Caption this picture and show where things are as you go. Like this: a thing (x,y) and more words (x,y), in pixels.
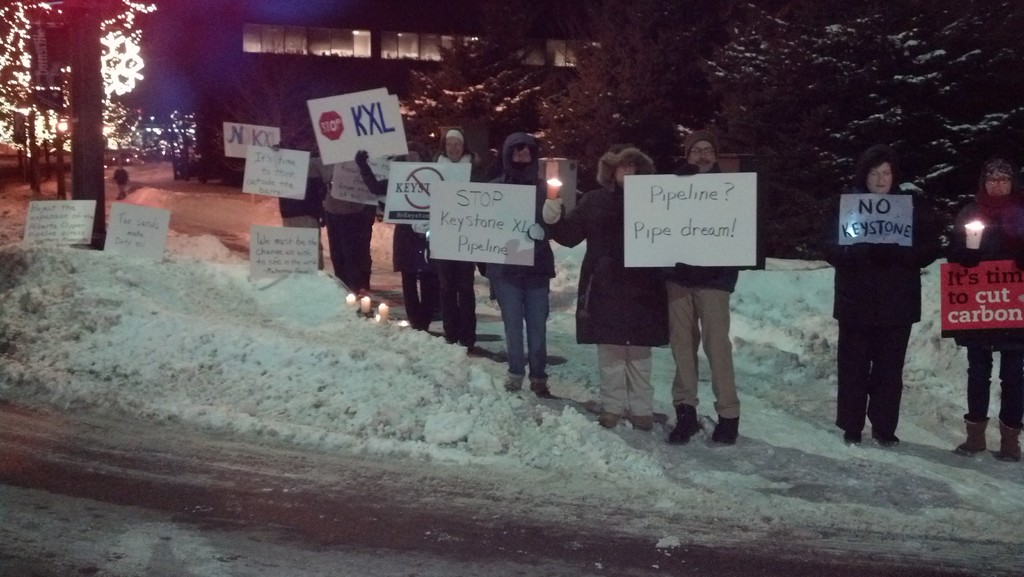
There are people (529,145) standing and holding board (439,189) and lamps (549,187). We can see boards (86,220) on snow (411,383). In the background (602,102) we can see trees (21,21), building (312,35) and lights (21,34).
